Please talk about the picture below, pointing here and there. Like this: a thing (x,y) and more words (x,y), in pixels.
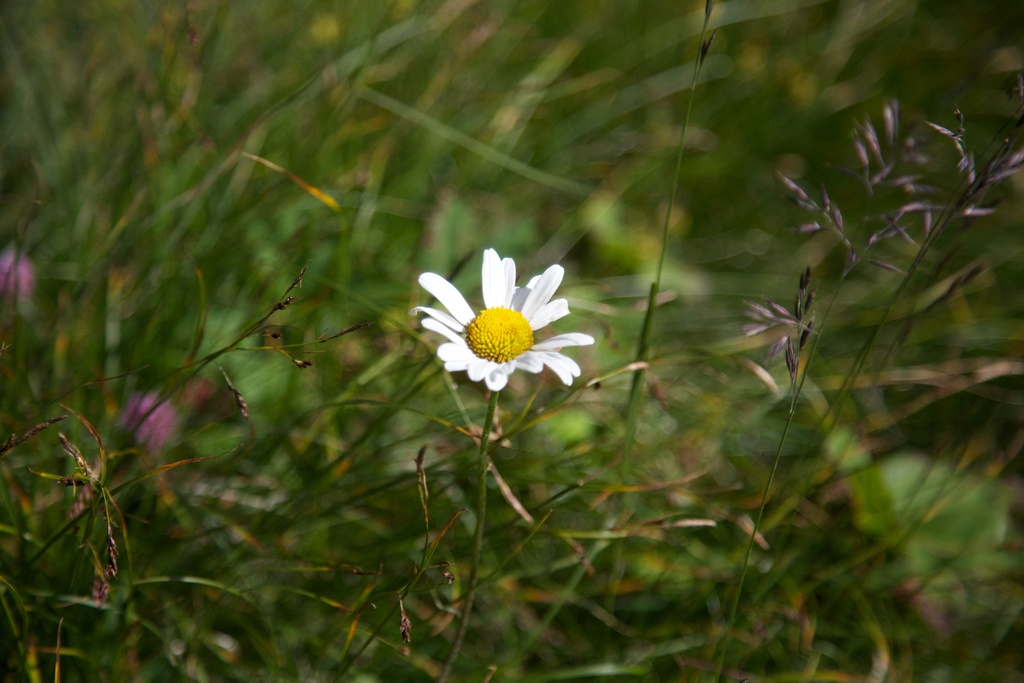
In this picture we can see a stem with a flower (451,342). In the background (457,267) we can see plants (594,226) and it is blurry.
